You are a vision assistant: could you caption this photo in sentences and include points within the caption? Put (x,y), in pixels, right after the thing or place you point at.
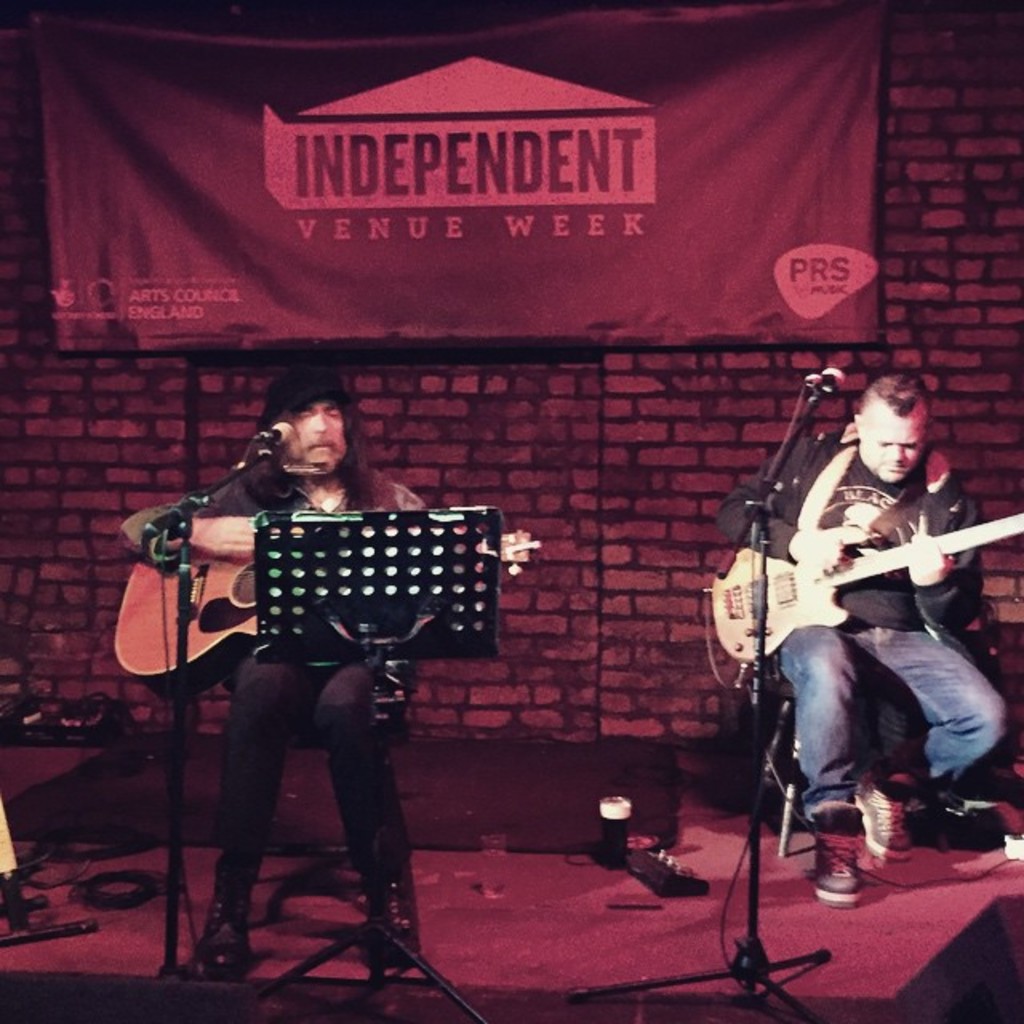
In this image i can see there are two men (370,843) who are sitting on a chair (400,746) in front of a microphone (180,585) and playing guitar (803,598) on the stage (694,856).
